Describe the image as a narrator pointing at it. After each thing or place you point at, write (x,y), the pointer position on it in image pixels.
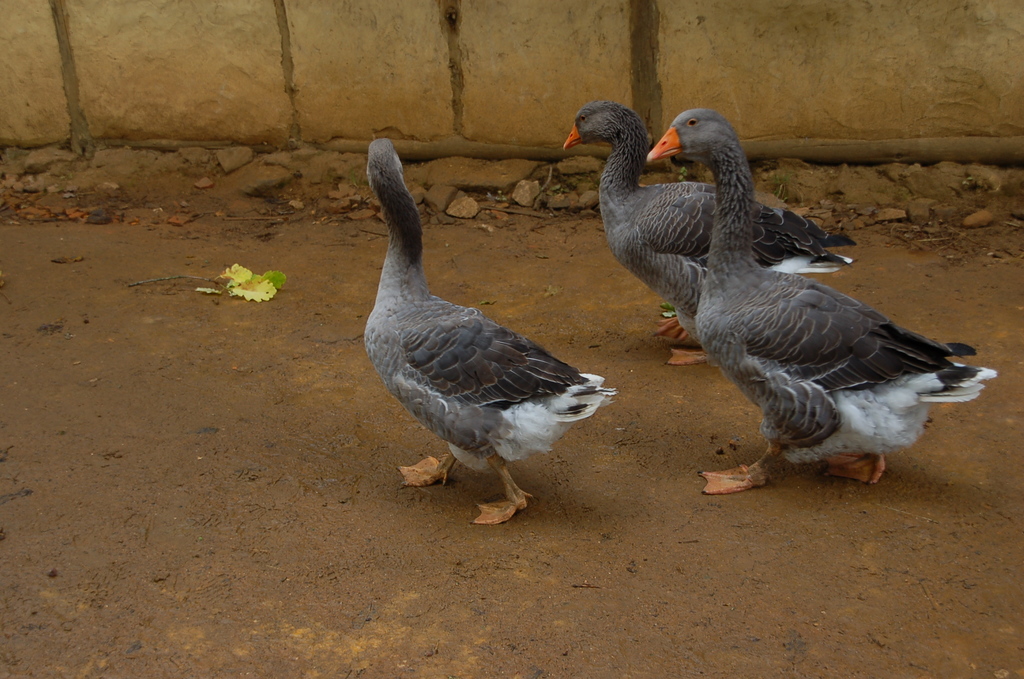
In this picture we can observe three ducks (406,352) walking on the road (547,344). They are in grey and white color with an orange beaks (663,151). In the background (347,77) there is a wall (503,74) which is in yellow color.
